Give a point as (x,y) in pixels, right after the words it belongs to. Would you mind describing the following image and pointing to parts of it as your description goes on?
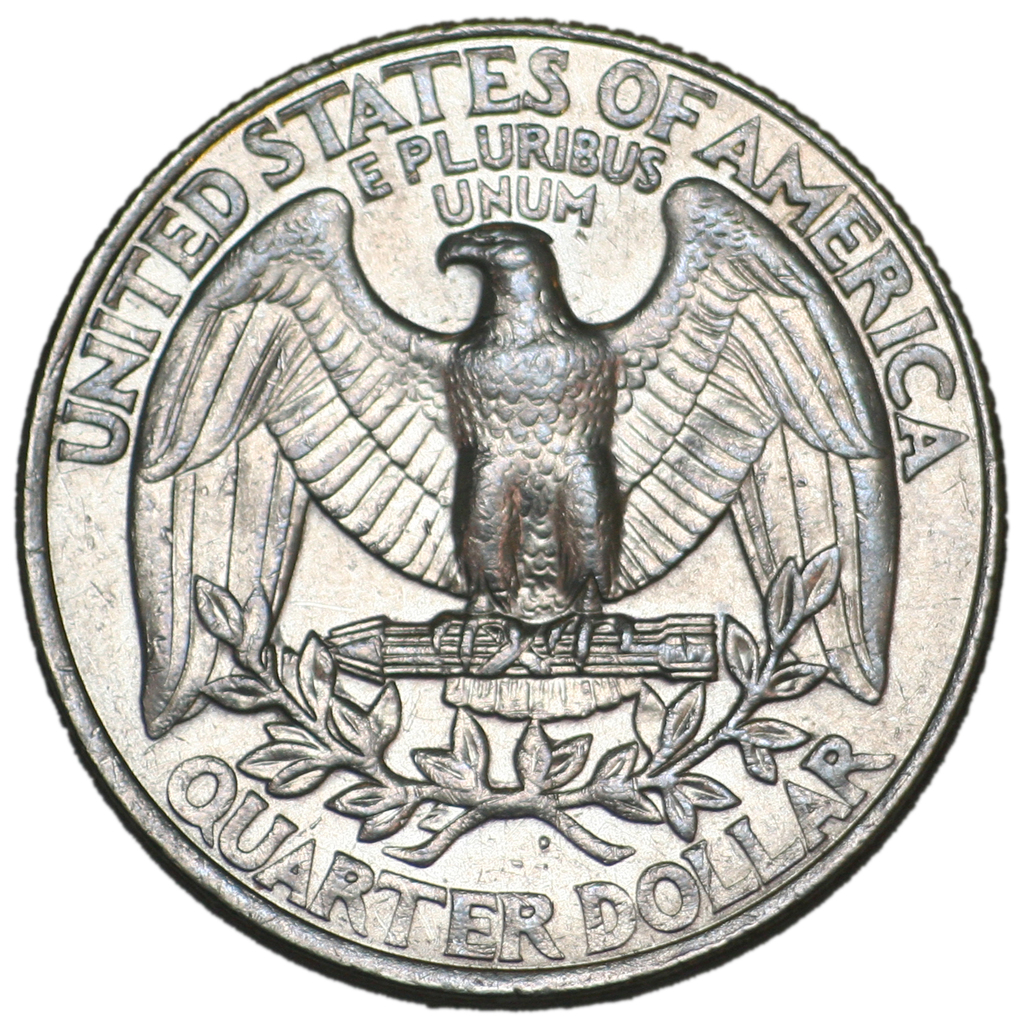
This image consists of a coin (130,435). On this coin (302,818), I can see some text (877,306).
